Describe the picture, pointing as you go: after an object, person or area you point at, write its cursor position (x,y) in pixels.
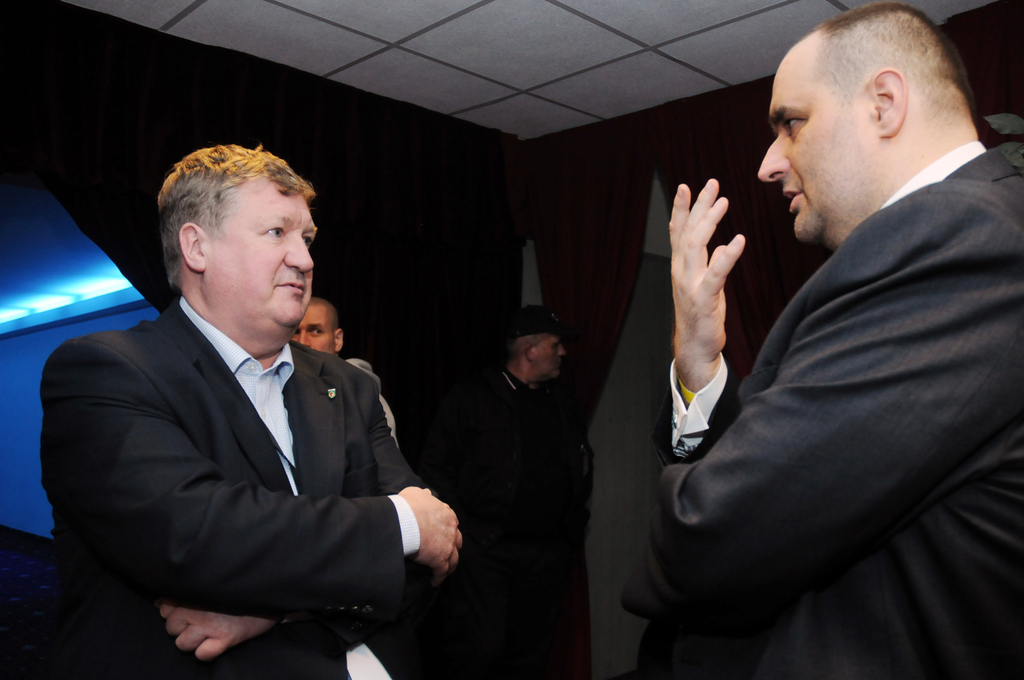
In this image we can see a group of people (512,389) standing. On the backside (402,272) we can see a wall (376,232) and a roof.
